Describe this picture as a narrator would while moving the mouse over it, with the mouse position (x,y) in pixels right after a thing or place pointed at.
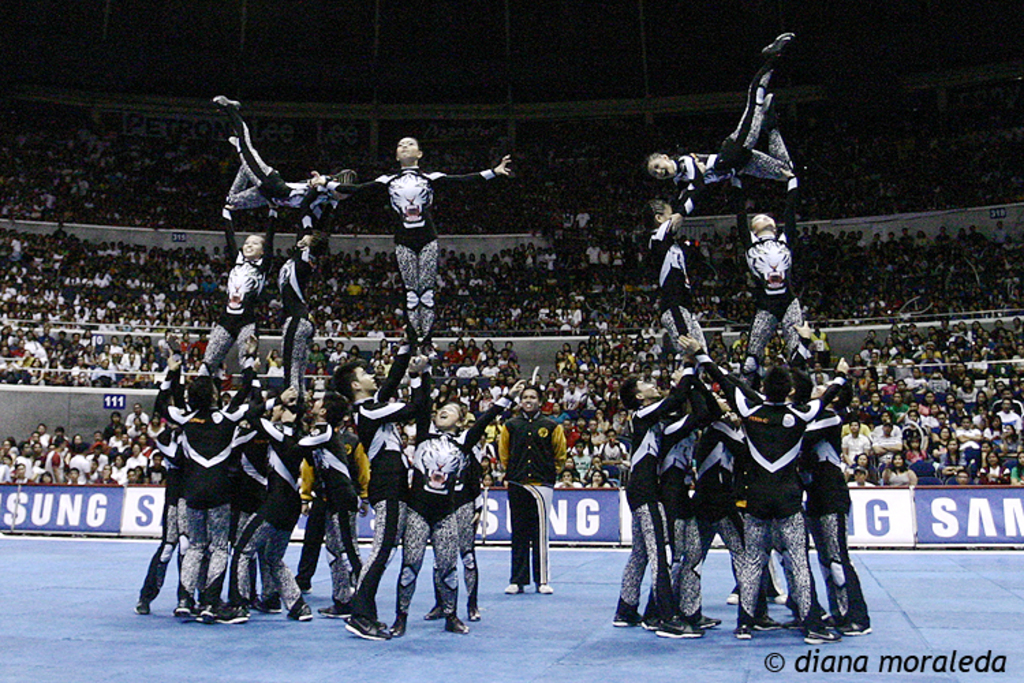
A group of people (388,444) are performing the pyramid structures (423,530), they wore black color costumes (664,525). At the back side (140,361) many people (140,361) are sitting on the chairs (856,363) and observing these actions from there.
